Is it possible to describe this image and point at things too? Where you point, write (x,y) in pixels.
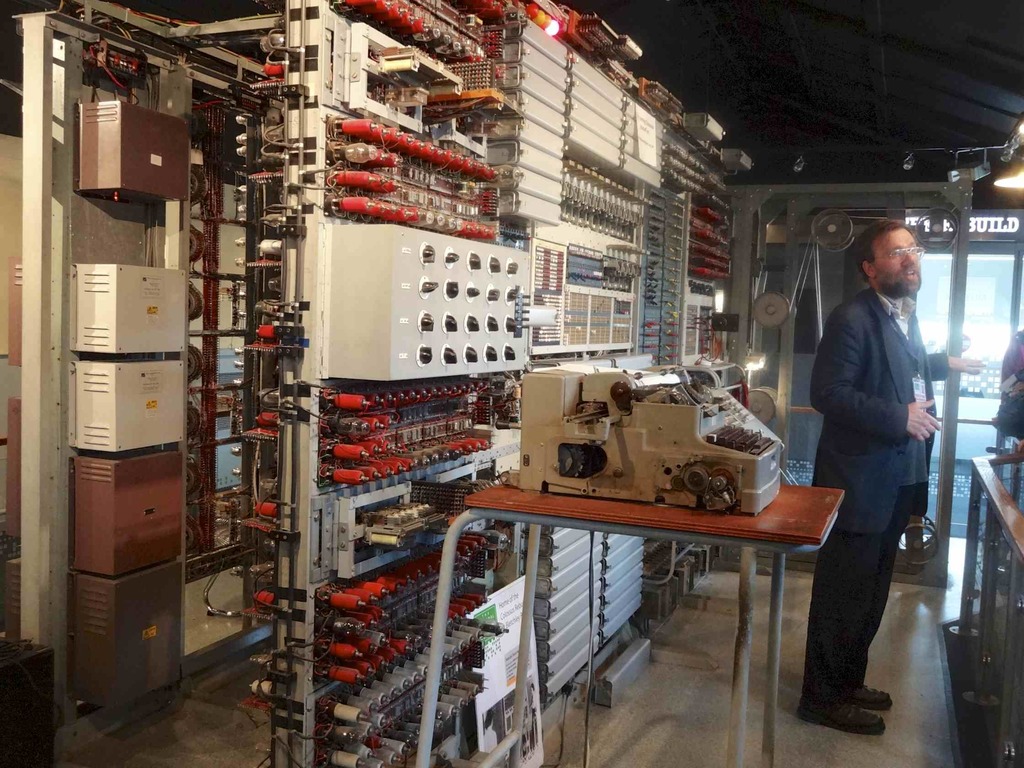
This person (890,489) is standing and he wore black suit (875,442). On a table (526,493) it is a typing machine (685,475). This are electronic devices (433,326) and machine (445,346).
